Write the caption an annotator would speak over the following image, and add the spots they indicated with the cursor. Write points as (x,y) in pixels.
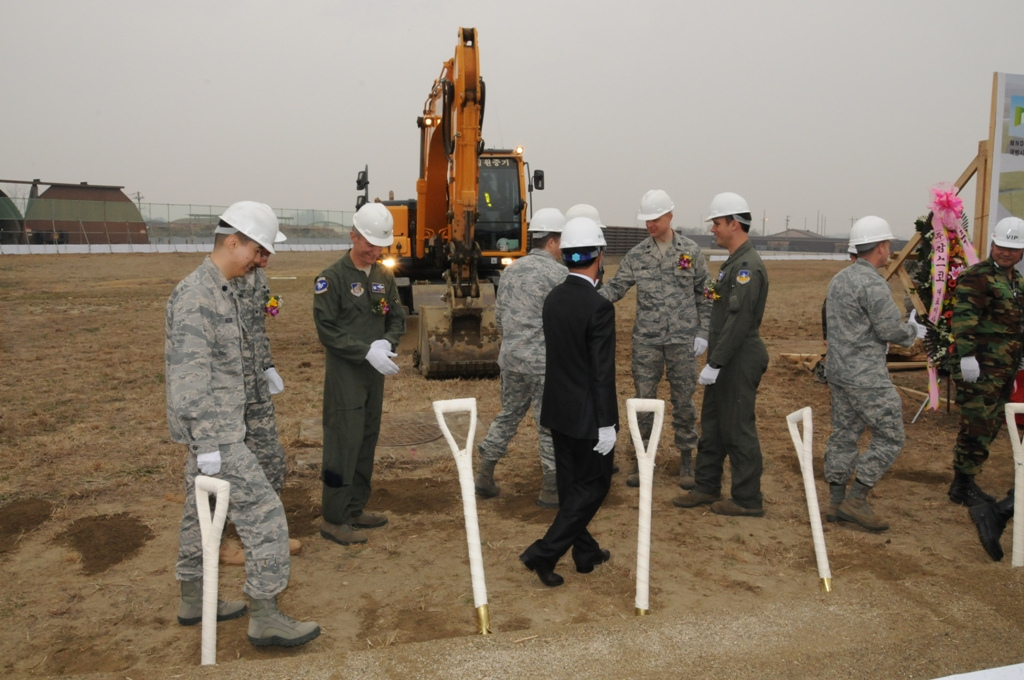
In this image there are some persons (350,399) standing in middle of this image (355,445) and they are wearing white color helmets (575,239). There are some objects (821,575) kept on the bottom of this image (469,476) which is in white color. There is a fencing gate (154,218) in the background (203,215). there is a crane machine (452,252) in middle of this image (468,260) and there is a sky (334,120) on the top of this image (641,107).
